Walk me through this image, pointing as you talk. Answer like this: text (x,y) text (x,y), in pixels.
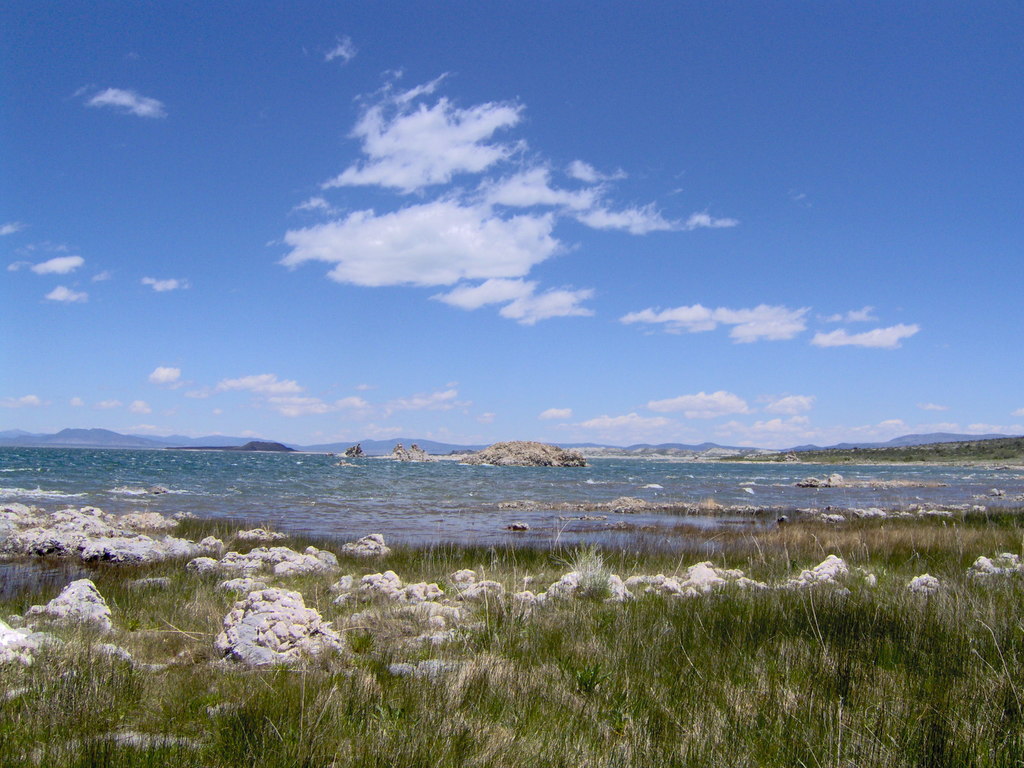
In this image we can see plants (482,603). Also there are rocks (85,529). In the back (307,486) there is water (526,472) and sky (384,219) with clouds (419,240).
